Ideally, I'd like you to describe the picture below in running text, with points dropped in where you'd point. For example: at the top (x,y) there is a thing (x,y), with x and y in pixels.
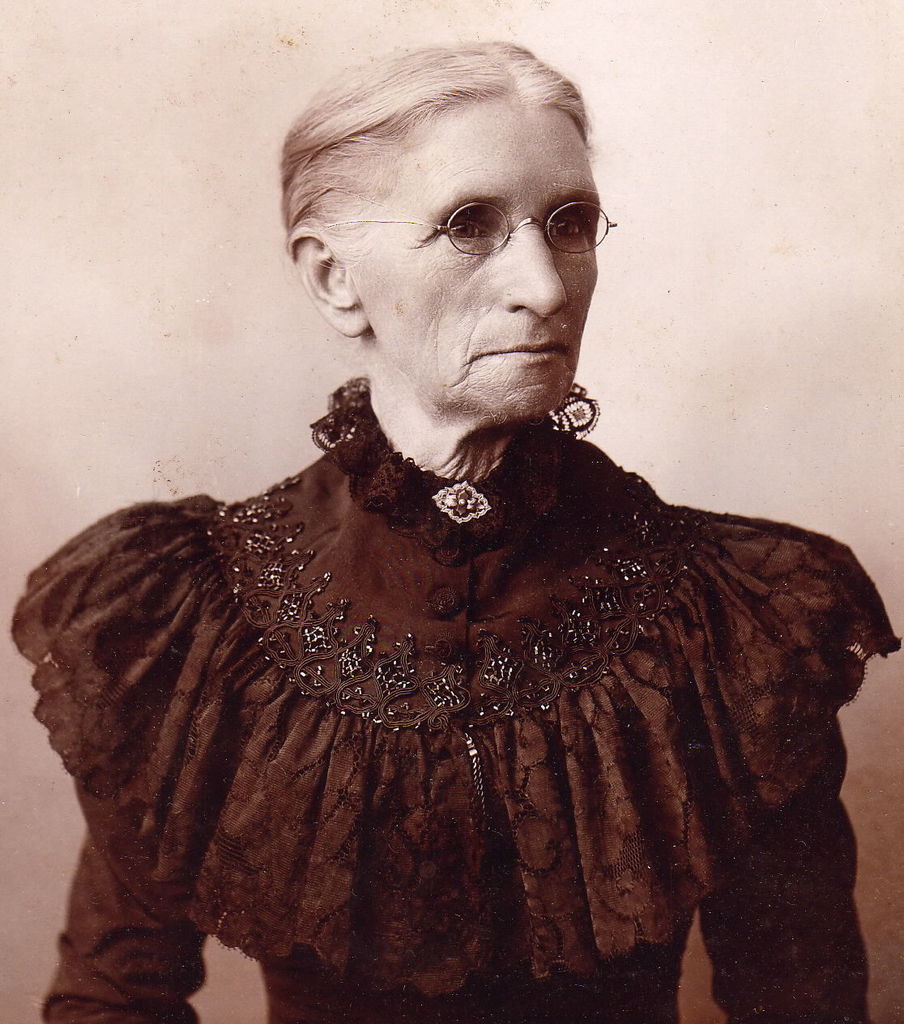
In the center (466,388) image there is old woman (462,405). In the background of the image (698,153) there is wall (97,220).
